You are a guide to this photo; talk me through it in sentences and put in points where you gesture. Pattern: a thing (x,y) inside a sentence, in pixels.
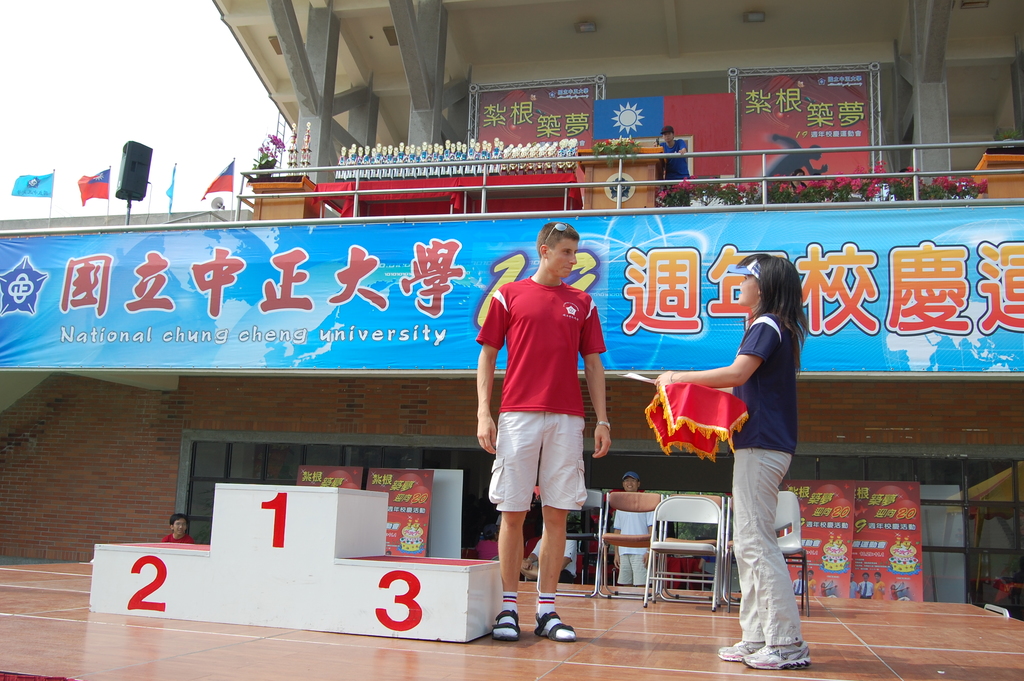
In this picture I can see a man (523,360) and a woman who are standing in front (784,333) and I see that the woman (701,373) is holding a red color thing (683,399) and on the left side of this picture (328,623) I can see a white color thing (227,560) on which there are numbers (166,600). In the background (436,511) I can see few people (634,550), chairs (662,510), boards (144,319) on which there is something written and I can see the plants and flowers (628,146). I can also see few flags (37,185) and I see other things (472,152). On the top of this picture (441,8) I can see the pillars (428,13) and I see that it is white color on the left top corner of this picture (68,55).
